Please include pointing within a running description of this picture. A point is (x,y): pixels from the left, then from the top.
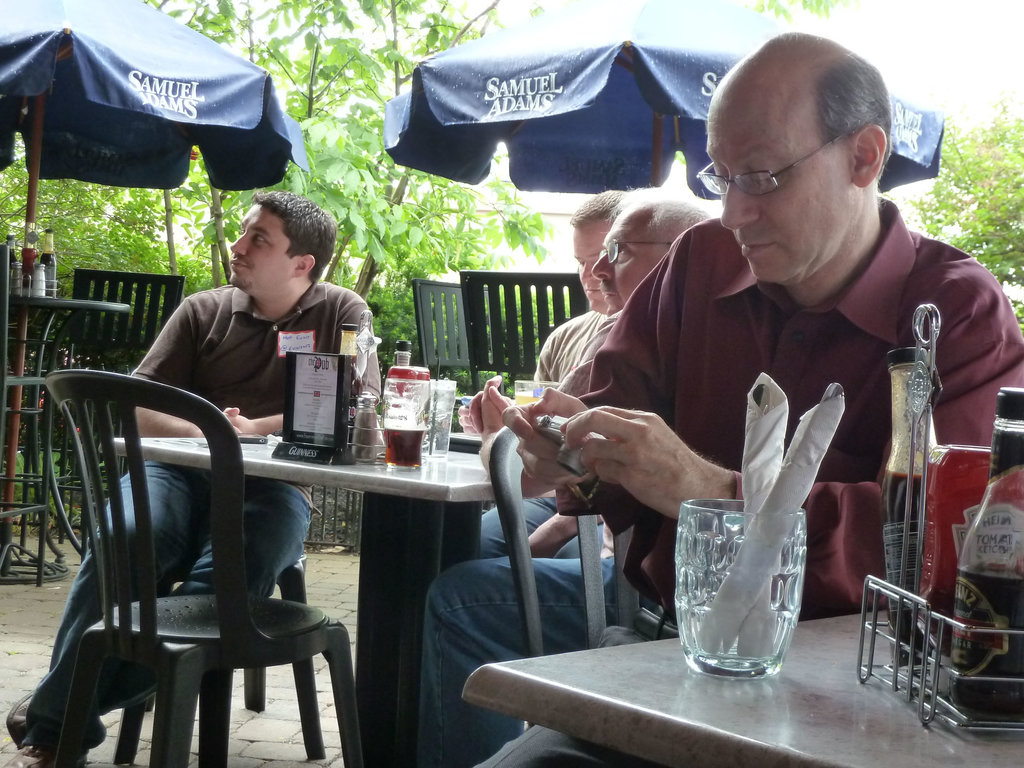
Here we can see some persons (549,446) are sitting on the chairs (245,607). These are the tables (778,705). On the table (778,705) there are bottles (400,356) and glasses (743,554). These are the umbrellas (577,75). On the background (936,14) there is a sky (956,88) and there are trees (368,179).
